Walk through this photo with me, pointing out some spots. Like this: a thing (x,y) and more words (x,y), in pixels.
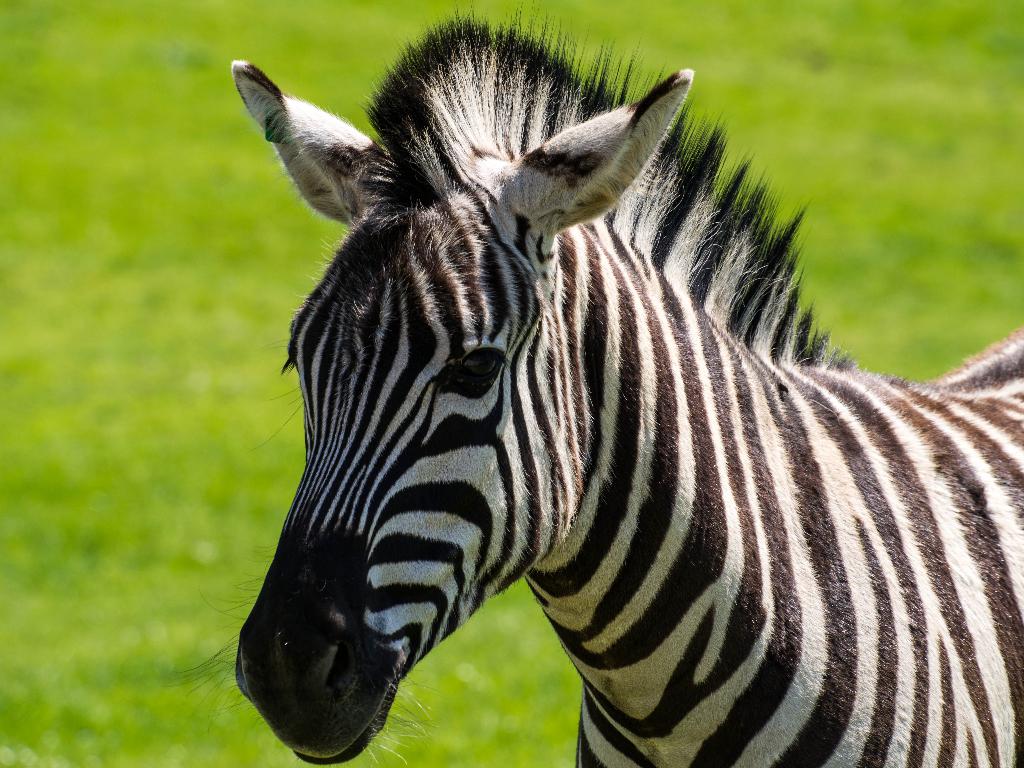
In this picture we can see a zebra (721,540) standing in the front (598,474), at the bottom (63,592) there is grass (109,590).
